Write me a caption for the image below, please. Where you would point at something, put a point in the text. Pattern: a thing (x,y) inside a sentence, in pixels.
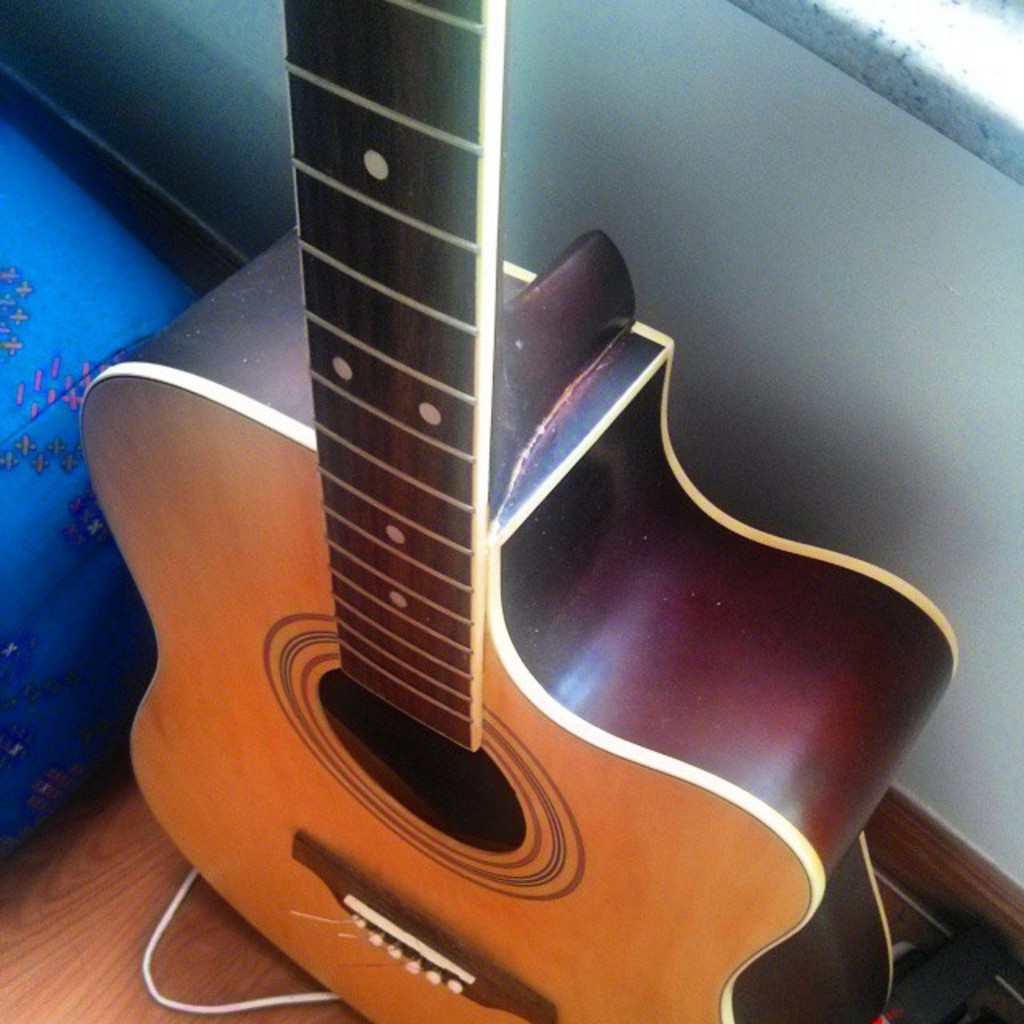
It's a guitar (495,184) and a wall (666,156).
